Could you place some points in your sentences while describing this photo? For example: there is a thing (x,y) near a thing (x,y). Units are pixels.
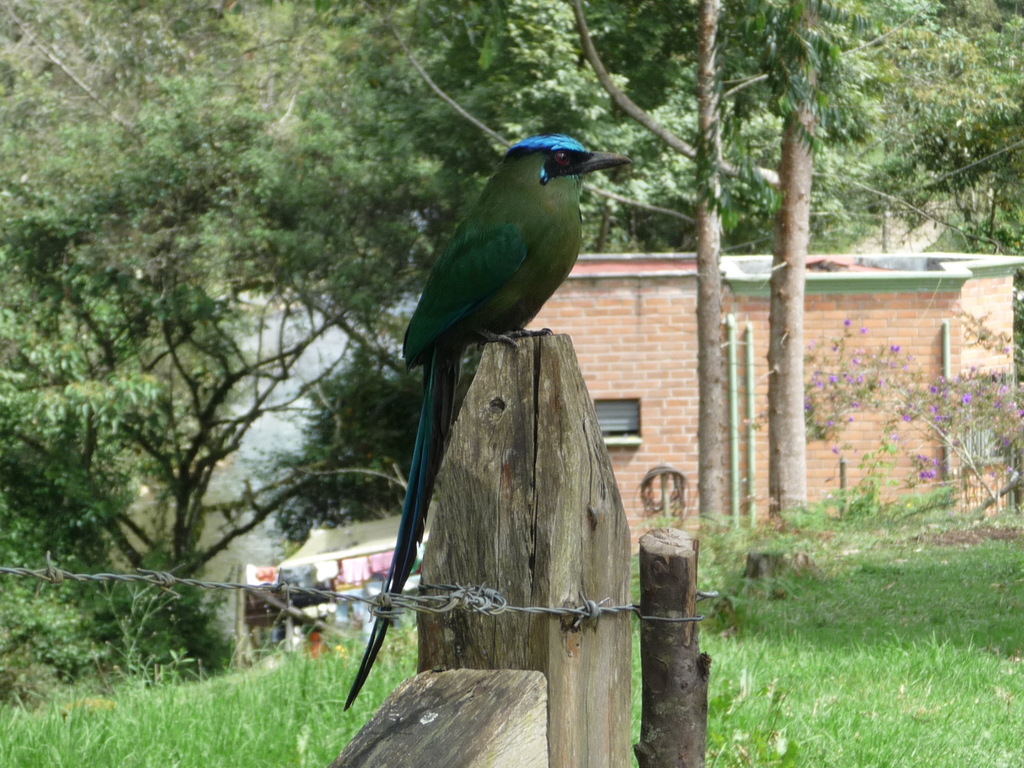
In the center of the image (440,315) a bird (502,296) is there. At the bottom of the image (533,666) we can see fencing (615,674), grass (879,656) are there. In the background of the image (666,335) we can see a house (844,433), trees (651,214), plants (960,378), cloths (279,581), wall (920,428) are present.
